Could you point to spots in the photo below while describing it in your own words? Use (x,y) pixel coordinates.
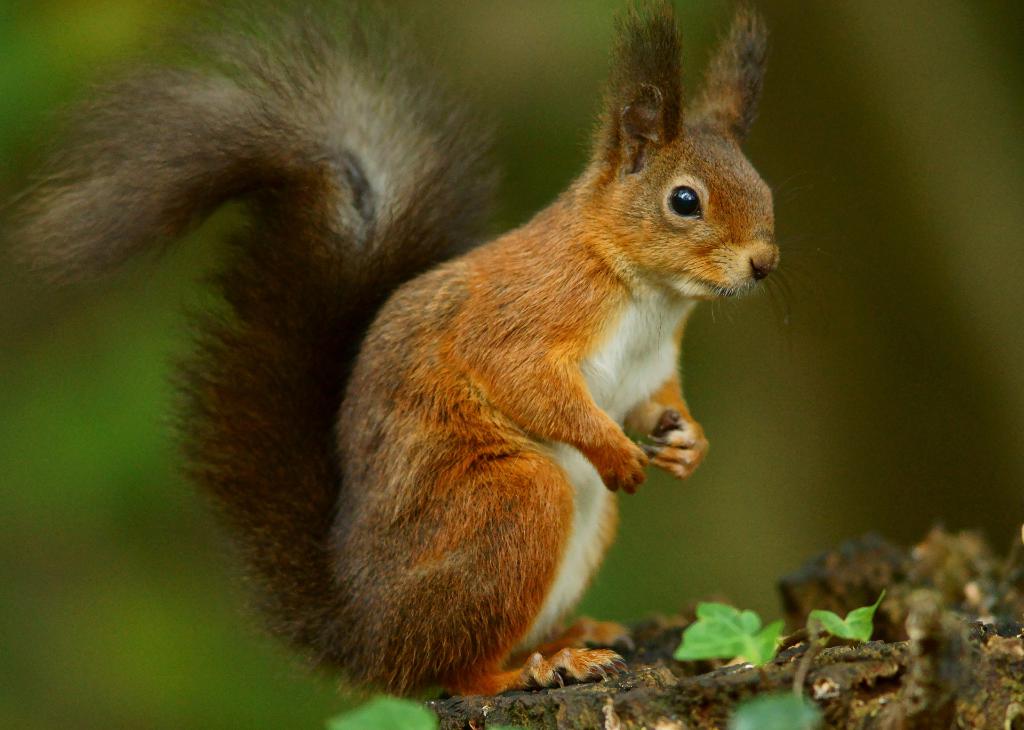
In this picture in the middle (589,463), we can see a squirrel (613,443) standing on the stone (925,644), we can also see some plants (712,627). In the background (970,527), we can also see green color.
